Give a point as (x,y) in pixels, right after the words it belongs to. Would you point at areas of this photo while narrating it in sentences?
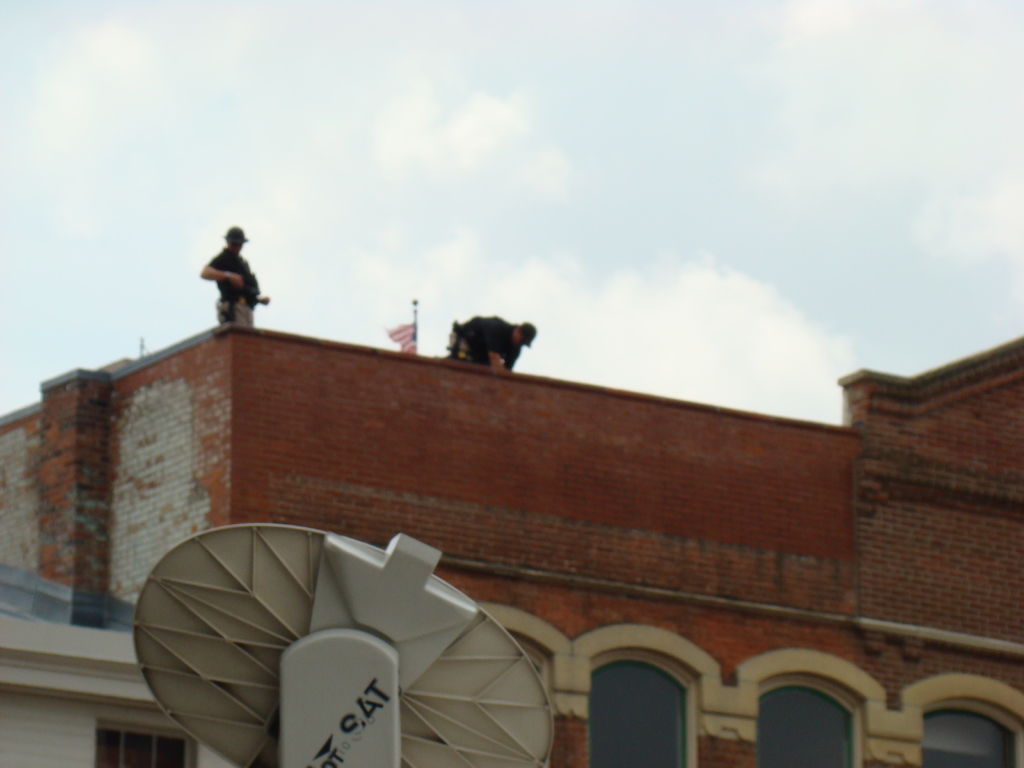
This picture is clicked outside. In the foreground (278,626) we can see the metal objects (336,638). In the center (478,348) we can see the two persons (514,354) and a flag (406,346) and we can see the buildings (722,559). In the background (805,191) we can see the sky (805,191).
